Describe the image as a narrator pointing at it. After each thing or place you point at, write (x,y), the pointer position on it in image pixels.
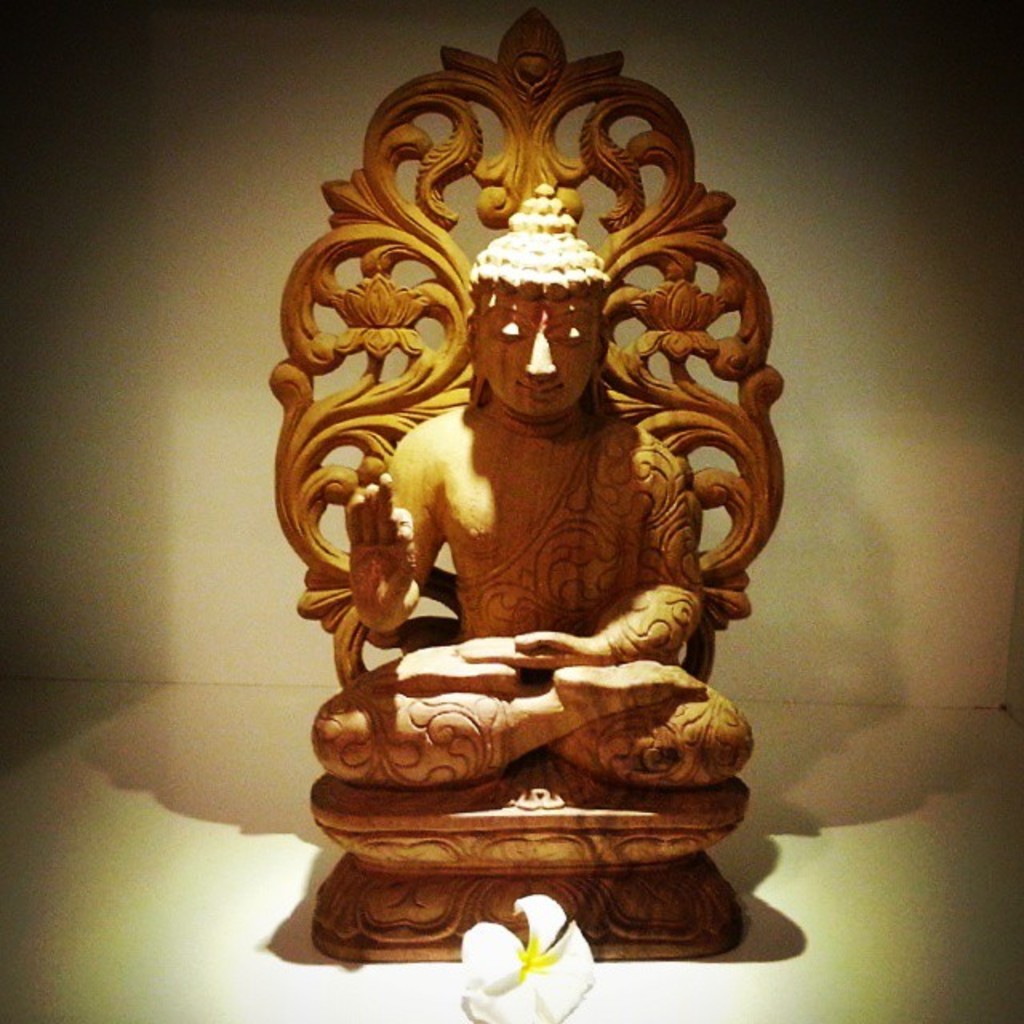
In this image I can see a brown color statue (489,437). In front (477,939) I can see white and yellow color flower (484,971) on the white floor (170,902).
